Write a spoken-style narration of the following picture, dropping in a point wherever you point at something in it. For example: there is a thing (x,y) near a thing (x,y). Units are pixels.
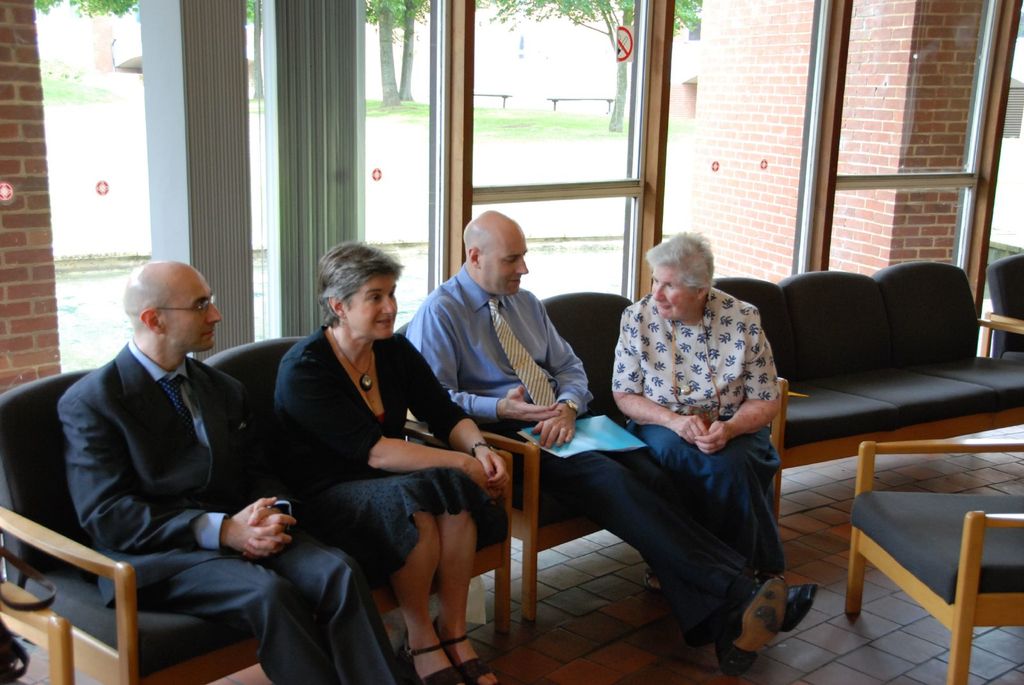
In this picture, we see four people (448,440) are sitting on the sofa chairs (554,521). On the right side (887,449), we see a chair (952,556). Behind them, we see the glass windows (424,180) and a door (544,143) from which we can see the benches (498,102), trees (389,41) and grass (600,121). On the right side (783,126), we see a wall (864,105) which is made up of bricks (905,122). Behind that, we see a white wall (1003,173). On the left side (44,215), we see a wall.
